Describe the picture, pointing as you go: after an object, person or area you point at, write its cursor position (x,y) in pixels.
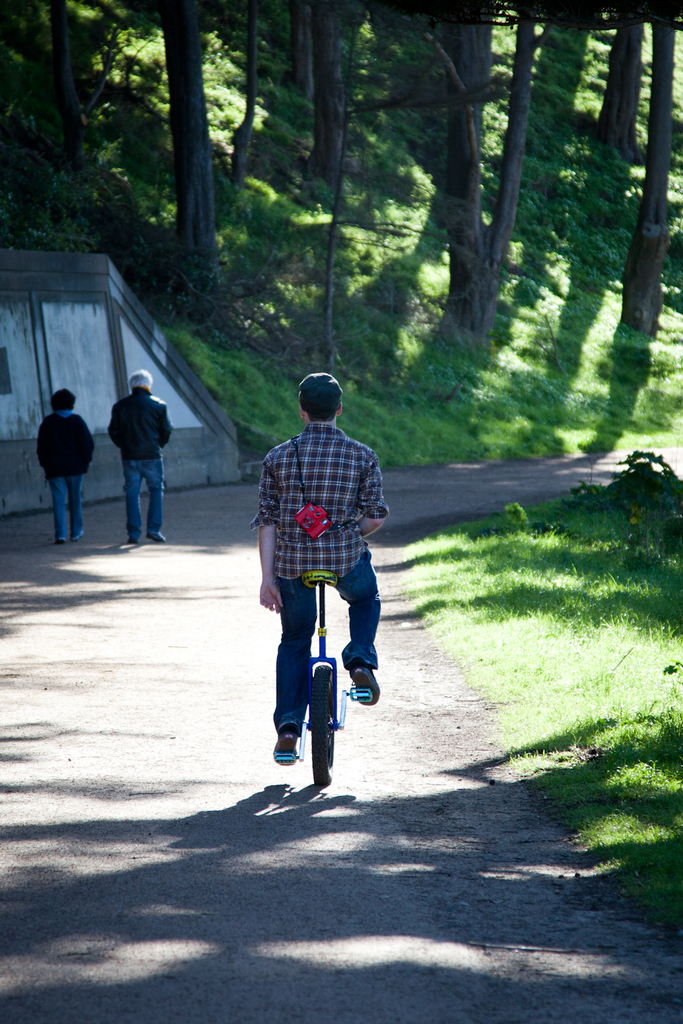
In this picture there is a man (296,569) riding a unicycle (309,582). There is a man (134,450) and a woman (67,460) walking on the road (170,508). There are trees (474,159) and some grass (474,383) on the ground (431,423).
